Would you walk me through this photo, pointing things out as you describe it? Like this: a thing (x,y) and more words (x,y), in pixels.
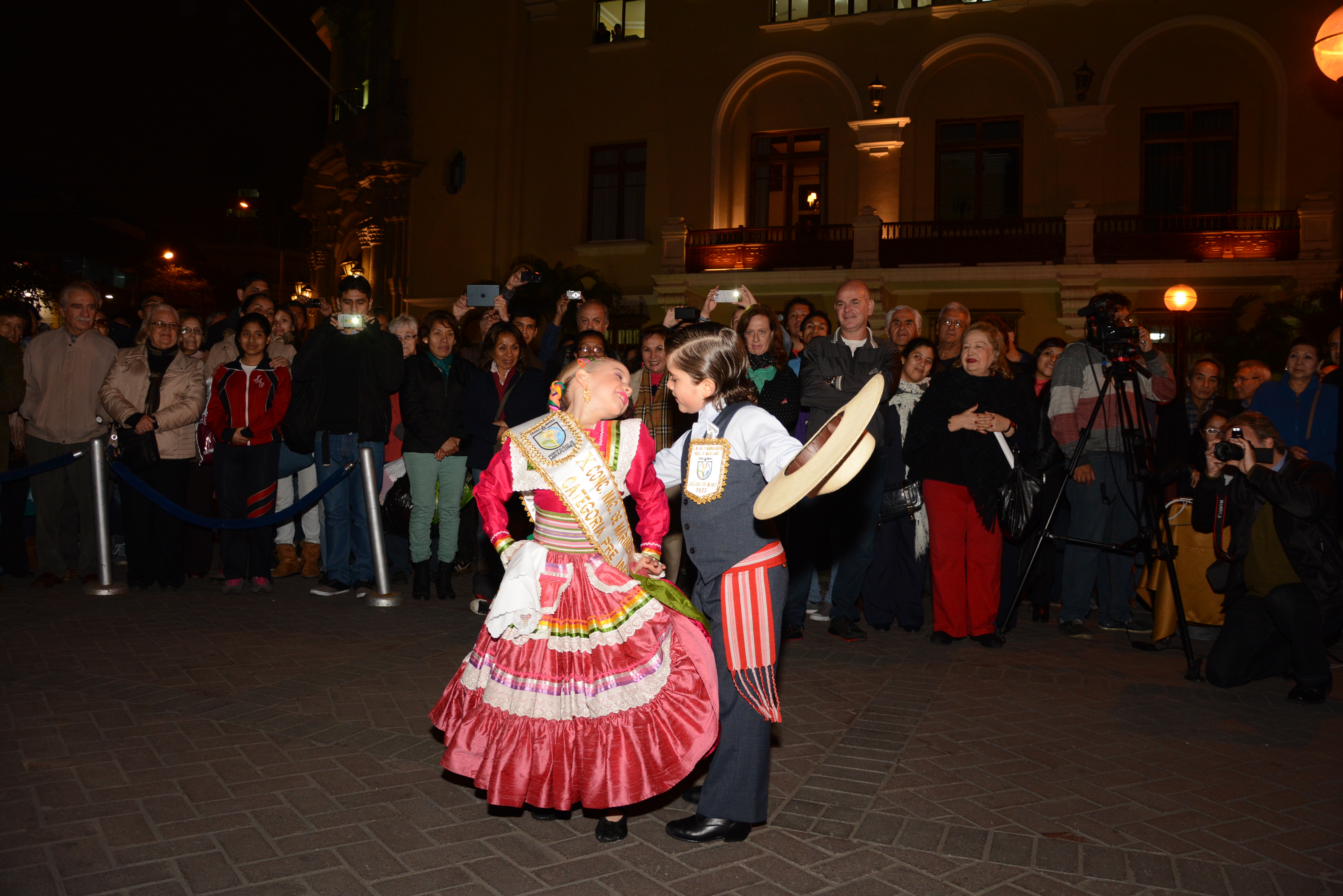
In this image I can see two persons (586,400) standing. The person (730,571) at right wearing gray and white color dress (770,442) and holding a cap (812,455), the person (601,565) at left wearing white and red color dress (563,602). Background (951,450) I can see few other persons (129,425) standing and the person (336,321) at left (338,342) holding a camera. I can also see few building (689,87).
